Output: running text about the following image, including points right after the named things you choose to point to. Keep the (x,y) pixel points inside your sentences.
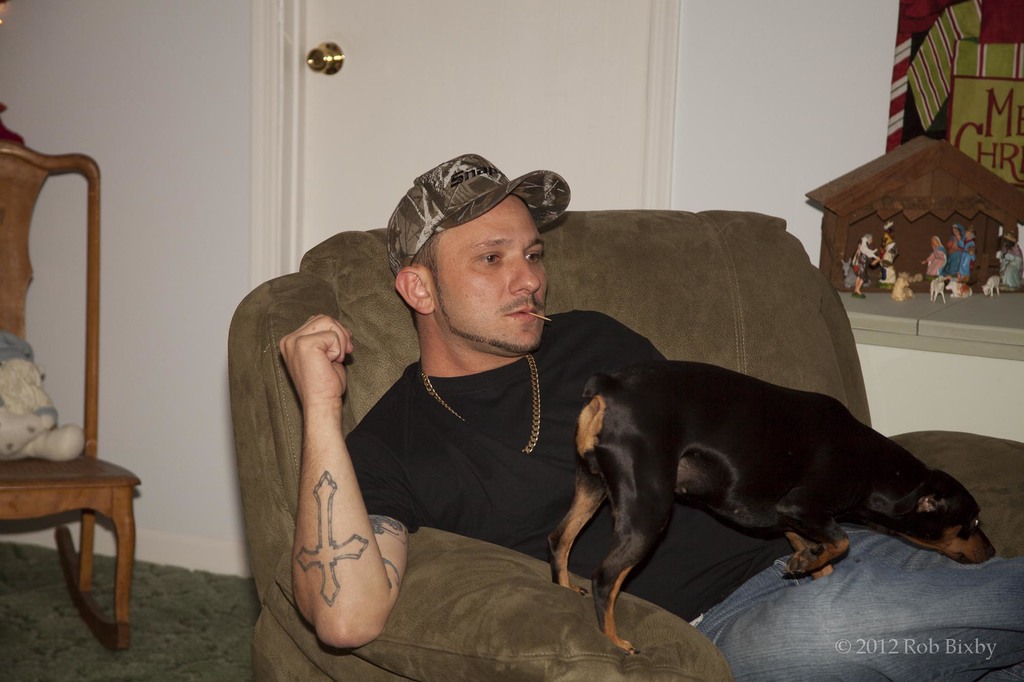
In this image a man (1023,672) wearing a cap (468,211) on his head (468,233) is sitting on the sofa (671,625) and on top of him there is a dog (863,479) which is black color. In the left side of the image (96,496) there is a chair (37,491) and there is a teddy bear (54,455) on it. At the bottom of the image (63,631) there is a floor (151,607) with mat (147,626). In the background (543,42) there is a wall (70,78) and a door (418,121) and there are few toys (930,259) on the wall (679,165).
